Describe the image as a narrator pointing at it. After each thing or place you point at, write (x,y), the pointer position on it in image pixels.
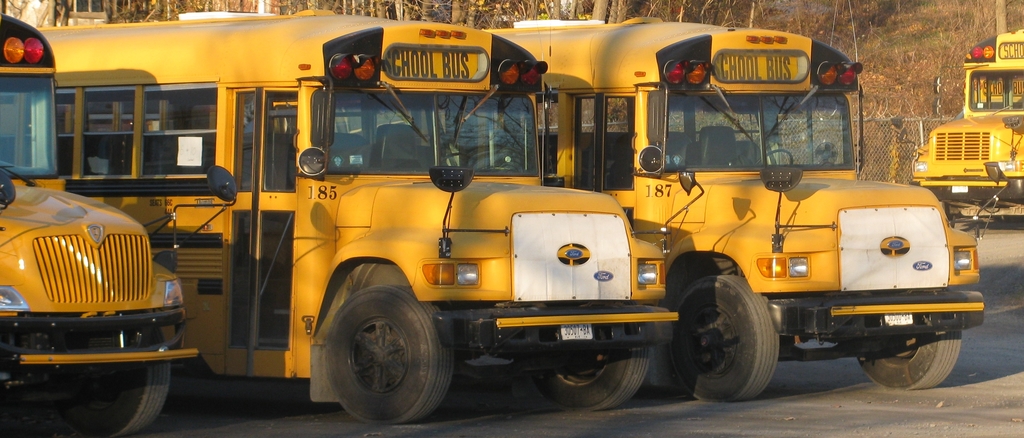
This picture is clicked outside. In the center (388,254) we can see the group of vehicles (455,205) parked on the ground (485,390) and we can see the text (751,71) on the vehicles (669,47). In the background (582,10) we can see the trees (733,20), grass (874,94), mesh metal rod (872,147) and some other objects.
